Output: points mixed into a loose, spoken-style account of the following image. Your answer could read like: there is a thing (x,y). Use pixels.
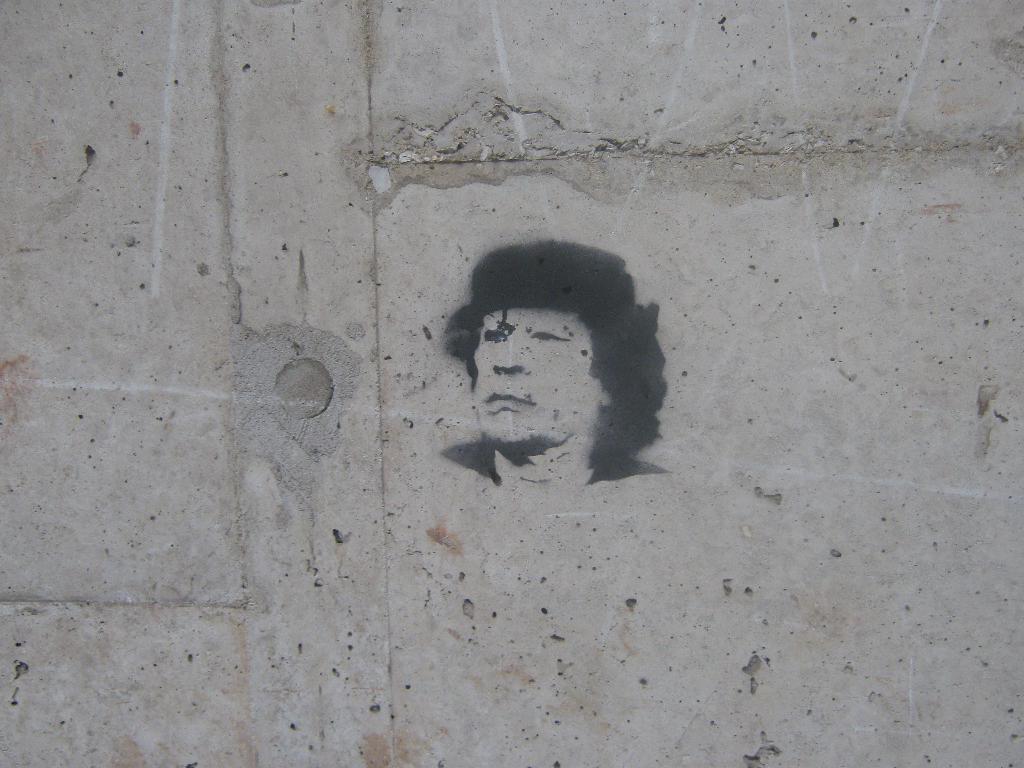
In the center of the image (588,436) we can see a painting (584,382) on the wall (771,251).
